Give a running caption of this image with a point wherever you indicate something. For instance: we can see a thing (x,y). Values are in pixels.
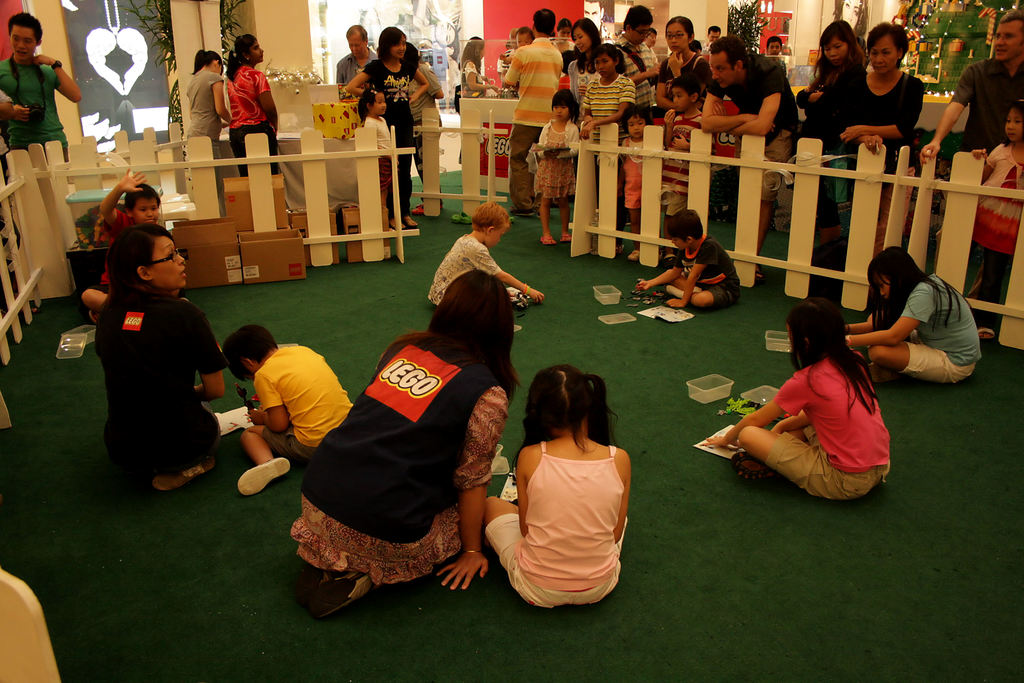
This is the picture of a place where we have some people (476,461) sitting on the floor (361,367) and around there is a fencing (930,168) and some people (729,82) standing in front of the fencing (197,196) and also we can see some plants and some other things (338,119) around.
